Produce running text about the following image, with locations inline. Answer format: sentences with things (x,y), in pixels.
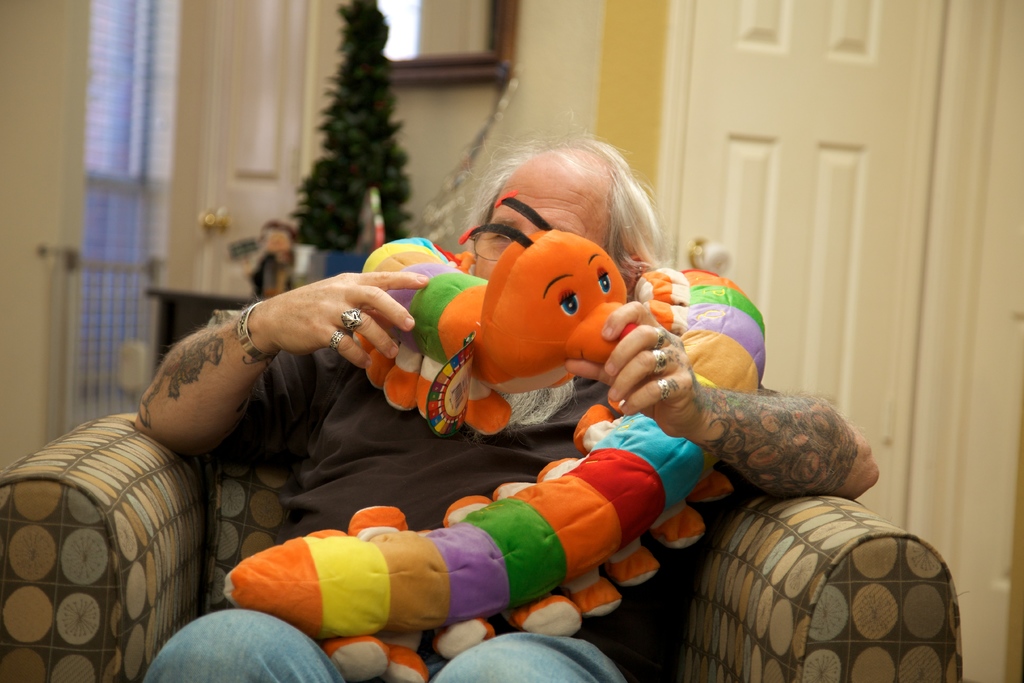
In this image we can see a person (324,449) sitting on a couch (743,545) and the person (474,468) is holding a toy (547,560). Behind the person (487,184) we can see a wall (635,103) and a door (243,108). On the wall (600,77) we can see a mirror (474,38). In front of the wall (620,104) we can see few objects (281,262) on a table (187,313).
